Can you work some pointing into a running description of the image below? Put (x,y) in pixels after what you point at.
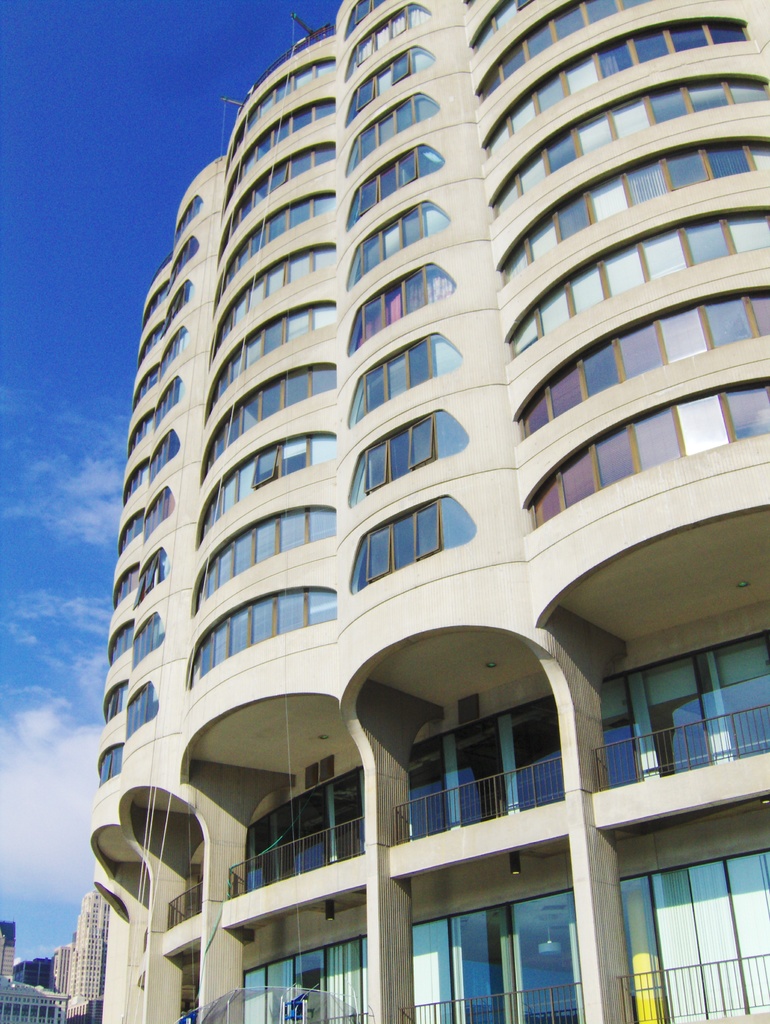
In this image there are many buildings (243,634). To the right (647,462) there is a building (408,553). There are glass windows (415,430), glass doors (575,924) and railings (258,857) to the building (307,934). At the top (131,196) there is the sky (102,345).
